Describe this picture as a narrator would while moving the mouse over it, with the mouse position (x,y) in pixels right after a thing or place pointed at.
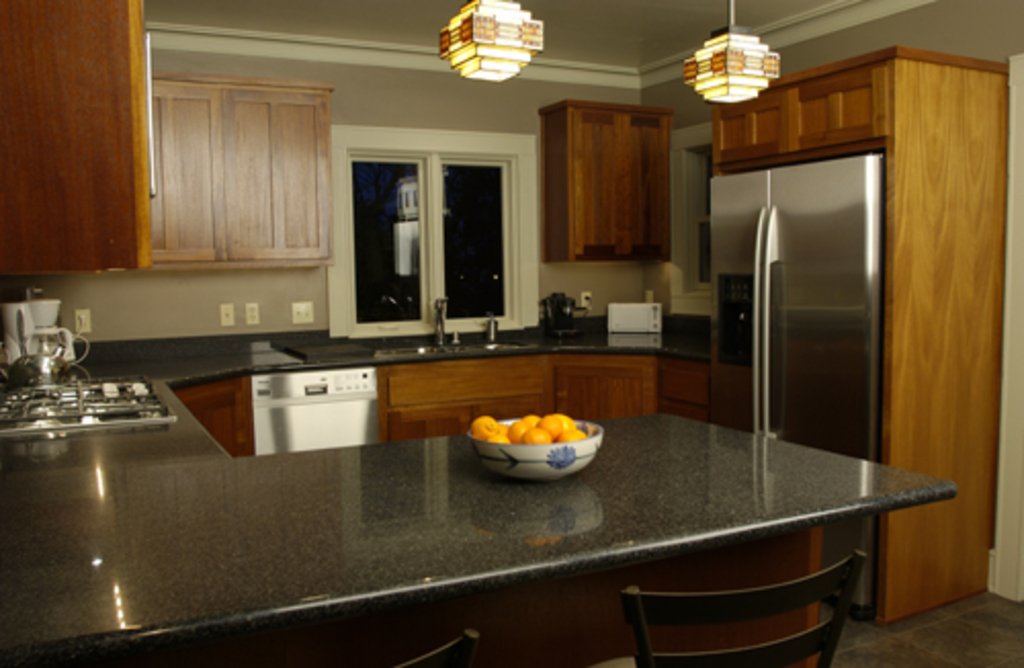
In the picture fruits (531,429) in a bowl (515,465). I can also see utensils (9,366) and some other objects (551,311) on a kitchen top (267,543). In the background (443,269) I can see a refrigerator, cupboards (260,222), windows (424,232), lights (689,72) on the ceiling (642,54) and some other objects (342,346). This is an inside view of a room (447,453).
